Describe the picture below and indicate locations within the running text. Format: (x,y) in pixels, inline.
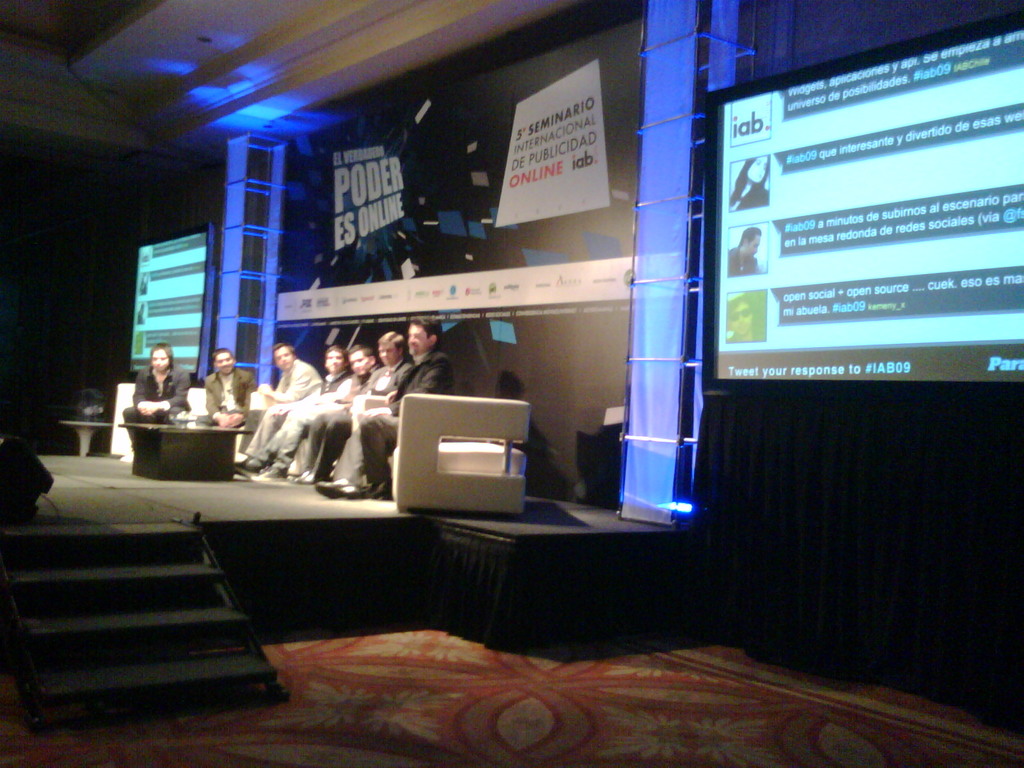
Few persons (336,383) sitting on the sofa (261,405). There is a table (207,428). On the background (382,206) we can see pillar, screen (793,228), banner (485,252), This is floor (188,497).
